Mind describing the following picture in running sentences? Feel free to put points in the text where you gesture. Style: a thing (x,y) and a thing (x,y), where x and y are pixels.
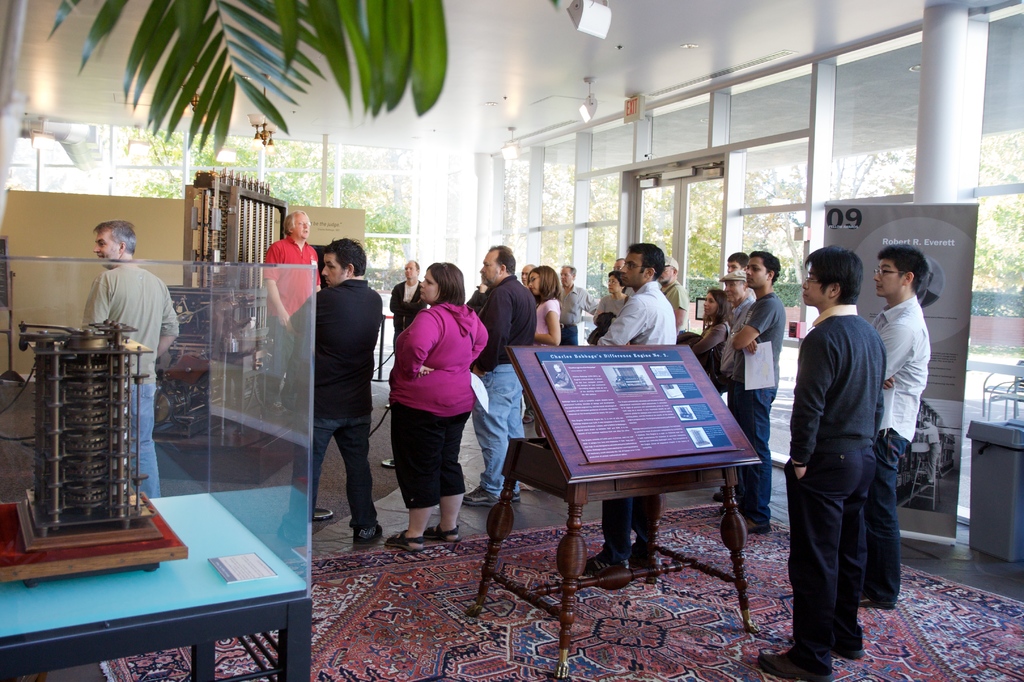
This image is taken indoors. At the bottom of the image (359,630) there is a floor (390,519) and a mat (587,603). In the background (497,181) there is a wall (441,174) with windows (383,191) and a door (660,222). There is a pillar (931,132) and a poster (923,251) with a text (950,243) on it. At the top of the image (636,41) there is a ceiling (467,94) and there is a plant (262,35). On the left side of the image (13,626) there is a table (49,589) with a few things (211,455) on it. In the middle of the image (563,367) there is a table (613,484) with a board (609,413) and text (626,411), and many people (401,350) are standing on the floor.
